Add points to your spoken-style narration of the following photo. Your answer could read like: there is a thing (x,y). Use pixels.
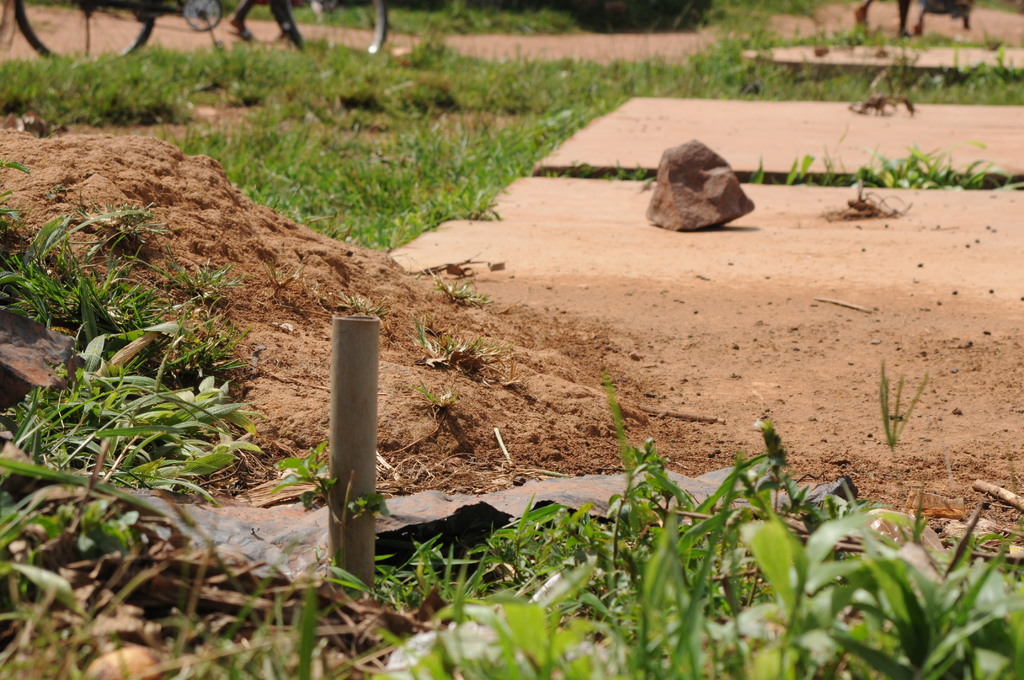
In this image I can see green grass (190,425), pole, rock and vehicles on the road (799,15).
